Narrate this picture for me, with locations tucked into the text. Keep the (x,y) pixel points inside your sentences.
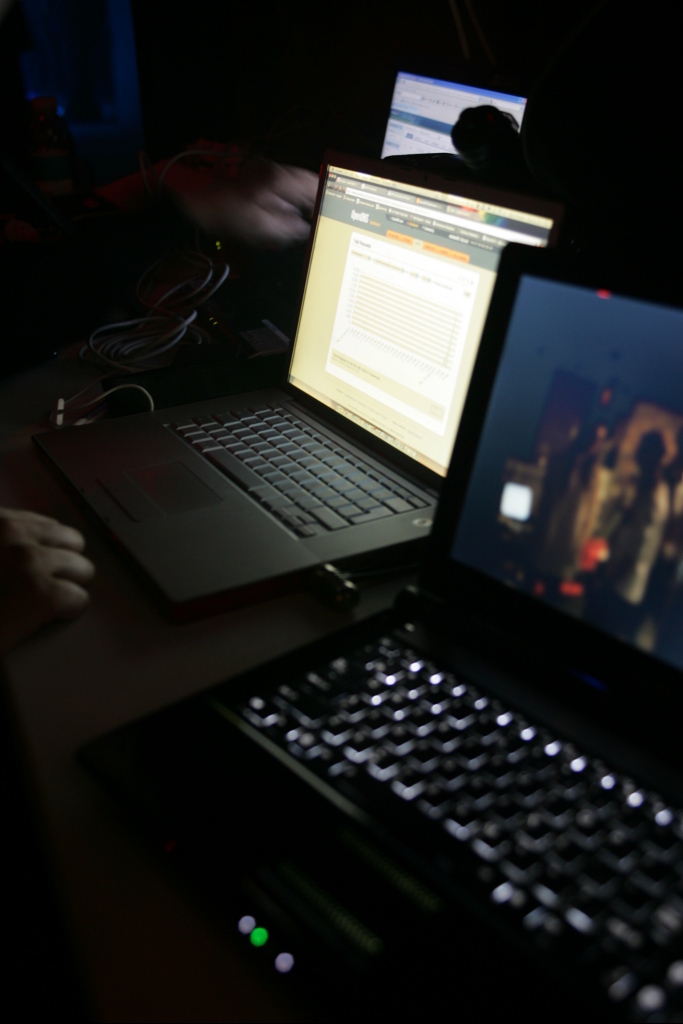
In this image we can see two laptop (362,648). Left side of the image (48,543) human hand (38,541) is there. Background of the image (415,118) one monitor screen (407,115) is present.
